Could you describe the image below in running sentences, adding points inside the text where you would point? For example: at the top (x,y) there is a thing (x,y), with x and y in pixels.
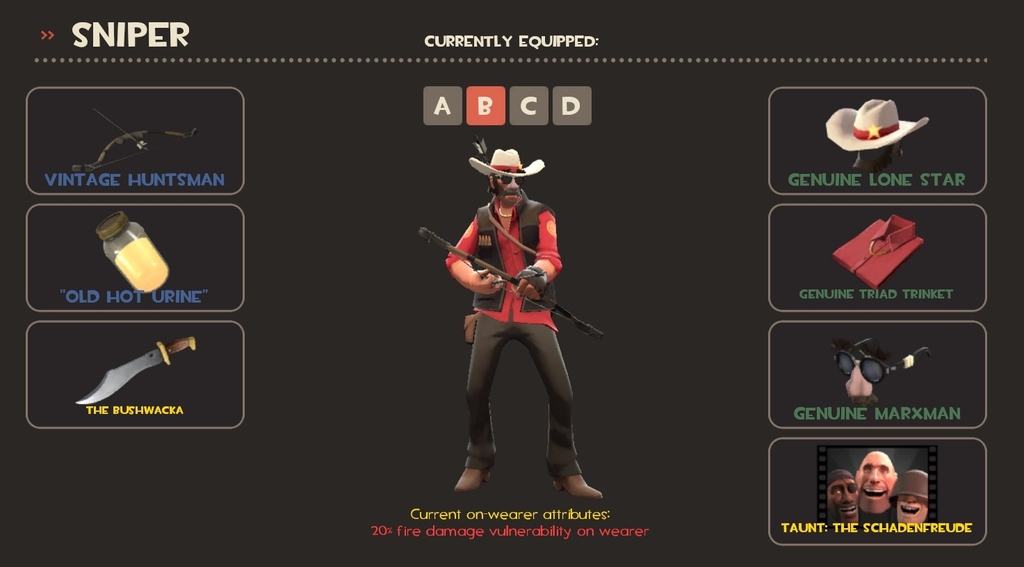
In this image we can see animated things (172,134) and person (523,318) and some text (182,42) written on the image.
